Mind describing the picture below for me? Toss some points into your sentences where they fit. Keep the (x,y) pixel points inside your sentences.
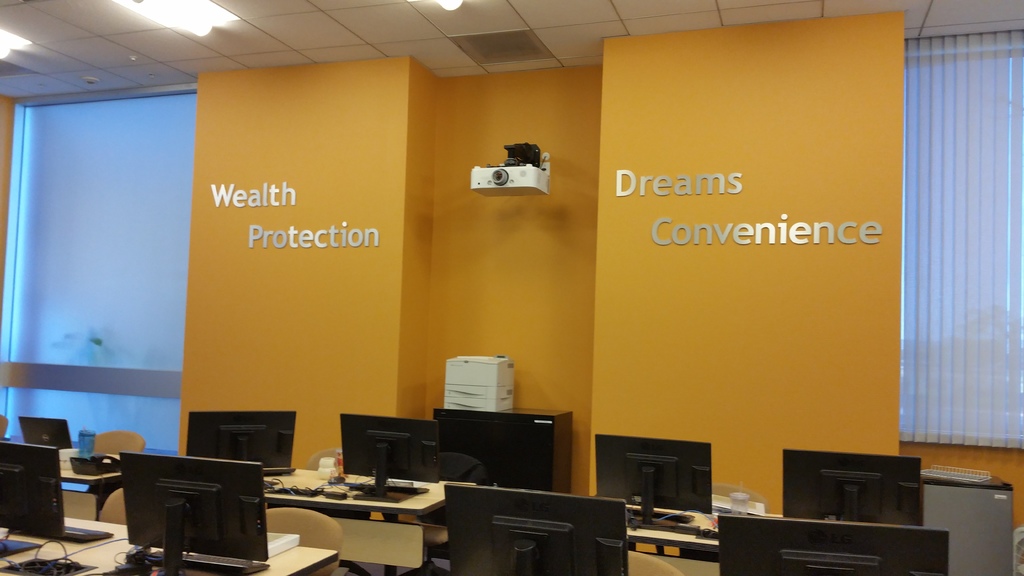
We can see monitors (20,512), cables (312,492) and objects (693,528) on tables (341,489). We can see projector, wall (419,307) and windows (77,156). At the top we can see lights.
